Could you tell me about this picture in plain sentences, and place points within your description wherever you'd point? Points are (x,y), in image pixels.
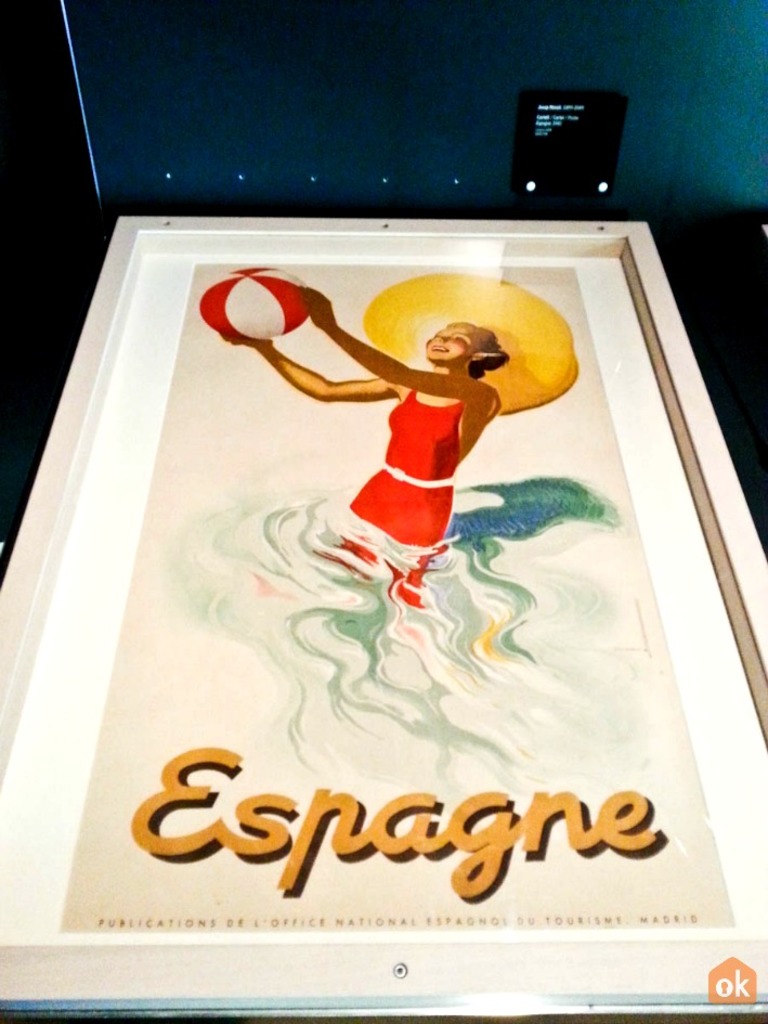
There is a photo frame (218,247) having a painting (540,340). In which, there is a person (467,393) smiling and holding a ball (293,289) and there are texts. And the background (709,225) is dark in color.
